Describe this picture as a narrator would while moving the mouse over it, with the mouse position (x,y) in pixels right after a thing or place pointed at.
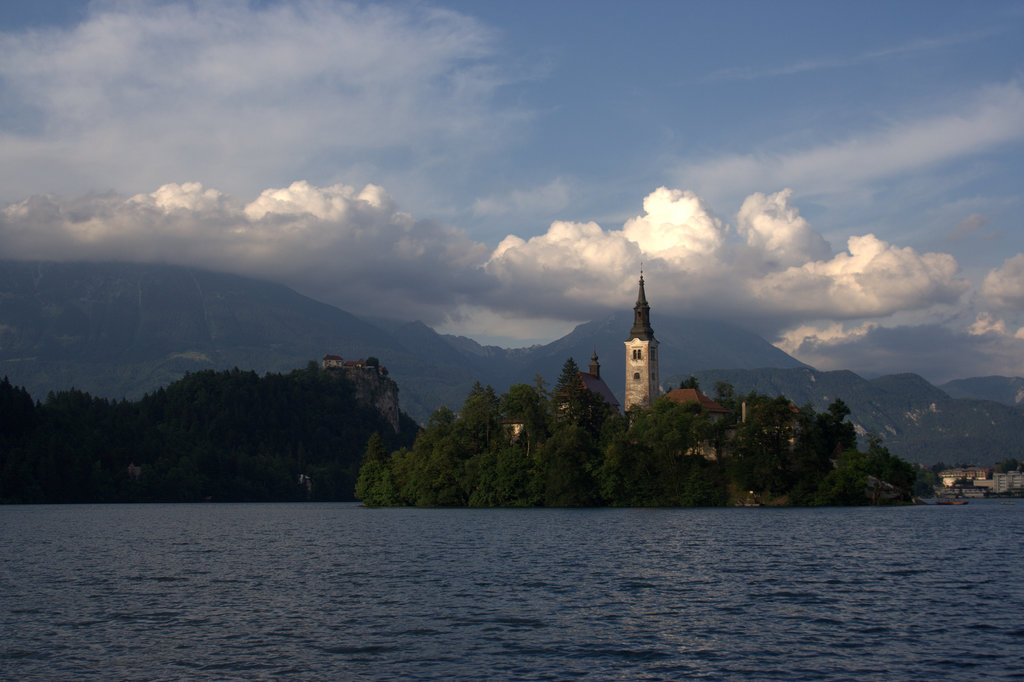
In this picture there are towers (654,353), buildings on the hills (546,439) and there are trees (677,430) on the hills (562,430). At the back (183,347) there are mountains (48,370). At the top (695,60) there is sky (679,189) and there are clouds (820,272). At the bottom (493,594) there is water (560,561).
